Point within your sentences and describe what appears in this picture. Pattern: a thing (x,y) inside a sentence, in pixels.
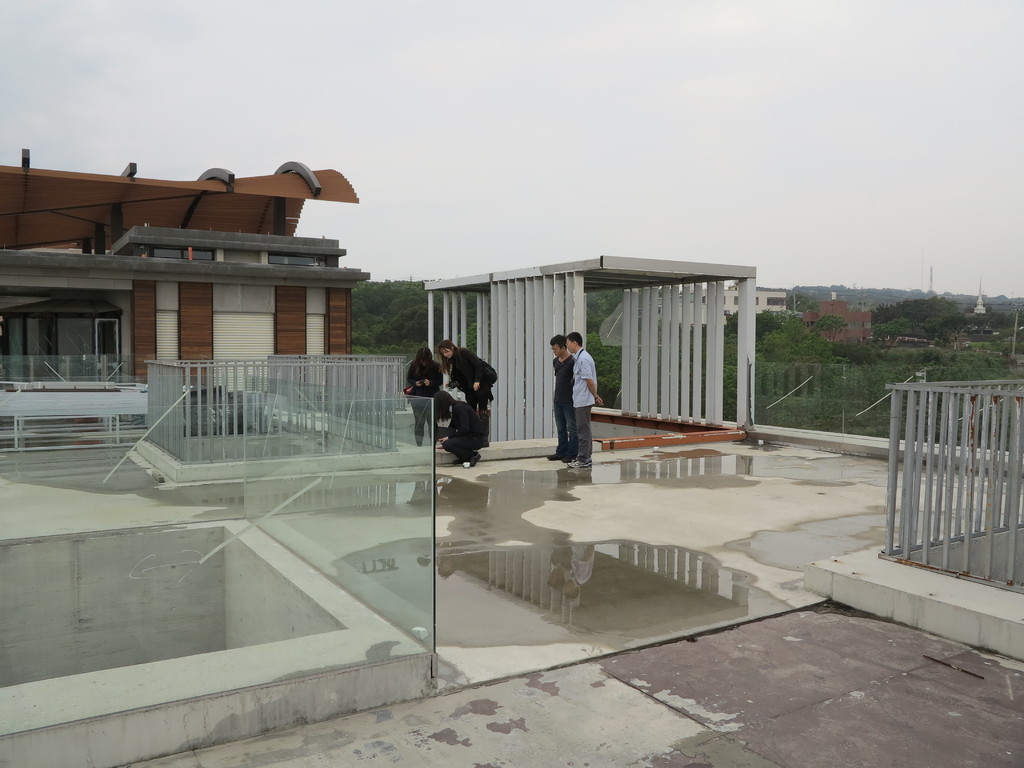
In this image there are group of people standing on the terrace (507,695) of the building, there are iron rods (1006,436), water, and in the background (945,325) there are buildings (14,186), trees (990,370), sky (693,142).
